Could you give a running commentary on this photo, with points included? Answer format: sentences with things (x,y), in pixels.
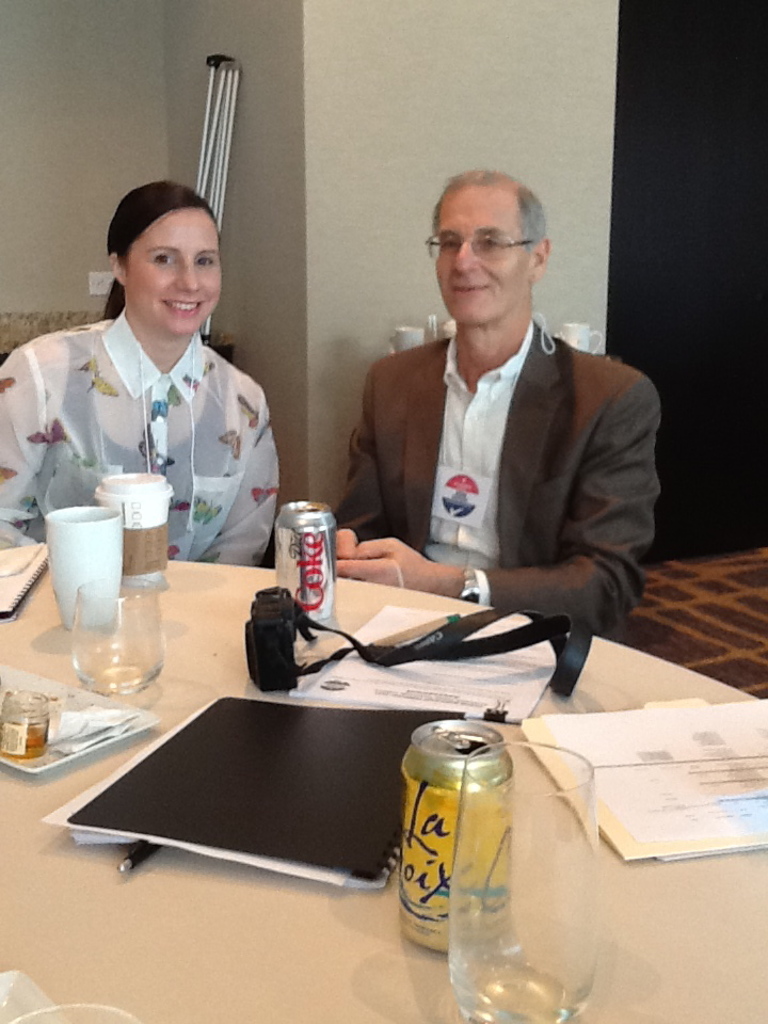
In this image in the left (40,398) a lady (47,355) is sitting wearing a white shirt (186,414) beside her man (461,350) is sitting wearing a brown suit (513,447) and white shirt (472,412). They both are smiling. In front of them there is a table (152,867) on it there are books (249,774), pen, glass (468,850), cup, camera (274,622). In the background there is a wall (474,79).
